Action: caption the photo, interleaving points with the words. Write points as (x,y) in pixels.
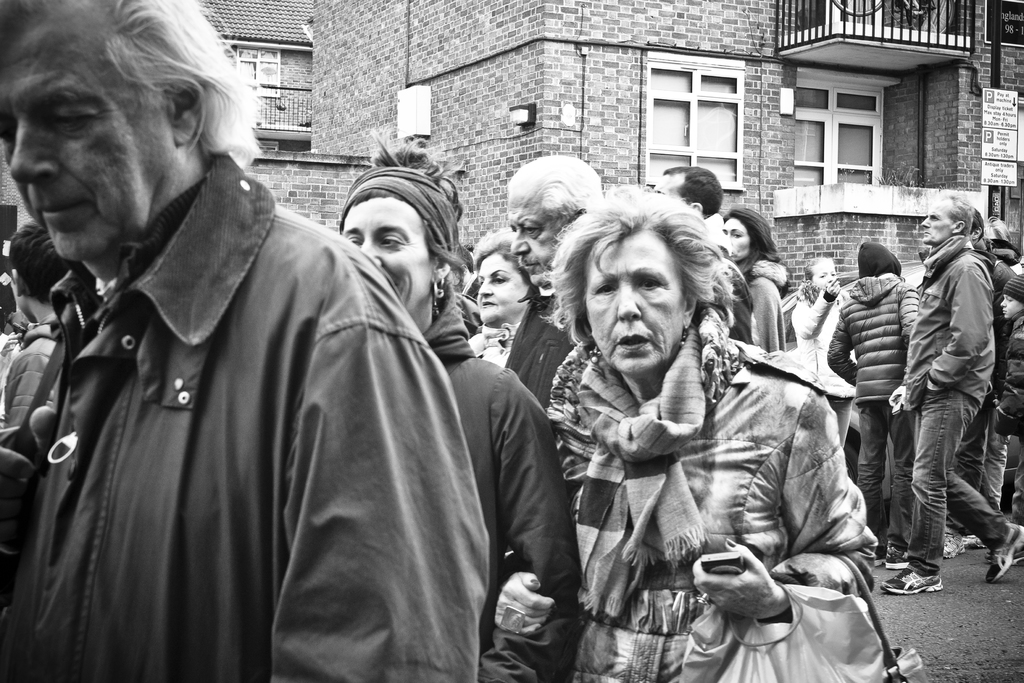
In the picture we can see a group of people (191,467) walking and standing on the path (985,592), in the background (818,195) we can see a buildings (805,200) with windows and railings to it.
